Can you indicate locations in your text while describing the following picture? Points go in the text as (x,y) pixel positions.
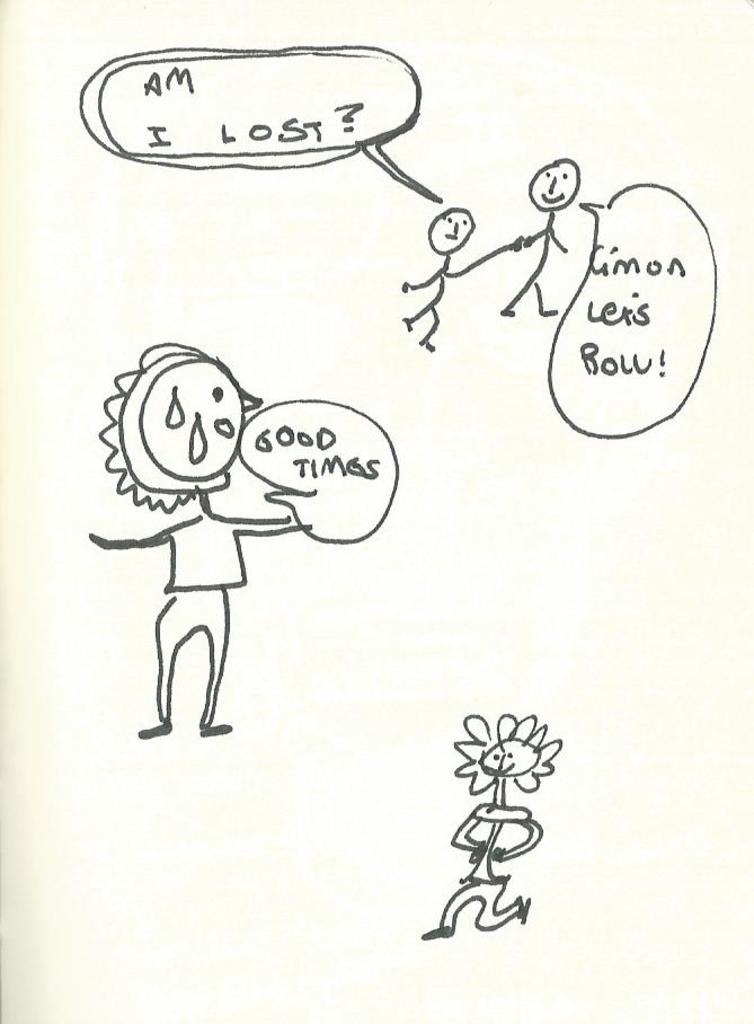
In this image, we can see there are drawings (494,805) of persons (509,246) and there are texts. And the background (665,645) is white in color.
